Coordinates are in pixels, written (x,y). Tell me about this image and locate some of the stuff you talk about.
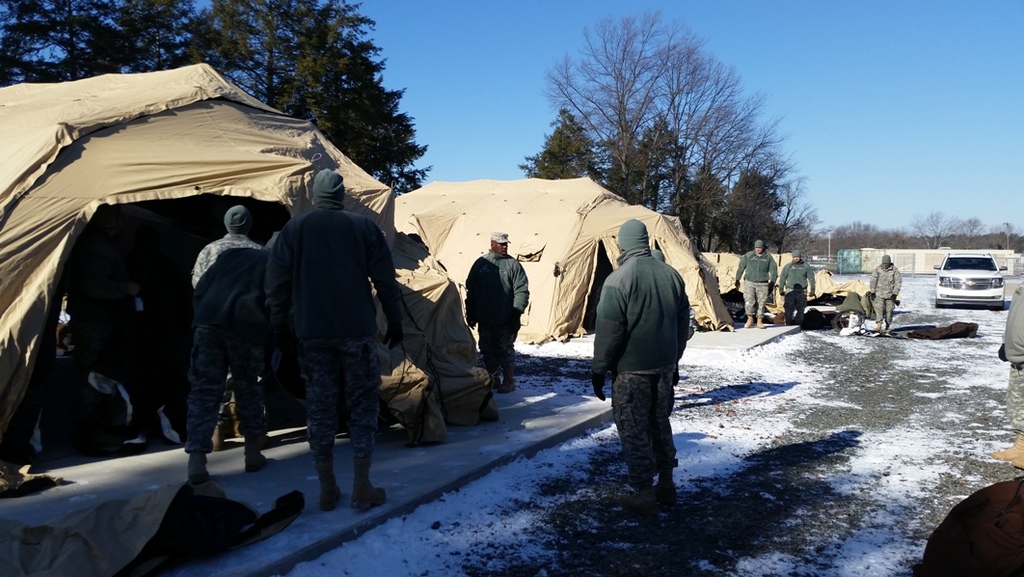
In this image we can see a sky (1021,59). There are few tents (546,208) in the image. There are many people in the image. There is a snow (401,532) in the image. There are many trees (350,148) in the image. There is a vehicle (965,288) in the image. There are many objects (939,332) placed on the ground (889,343).
